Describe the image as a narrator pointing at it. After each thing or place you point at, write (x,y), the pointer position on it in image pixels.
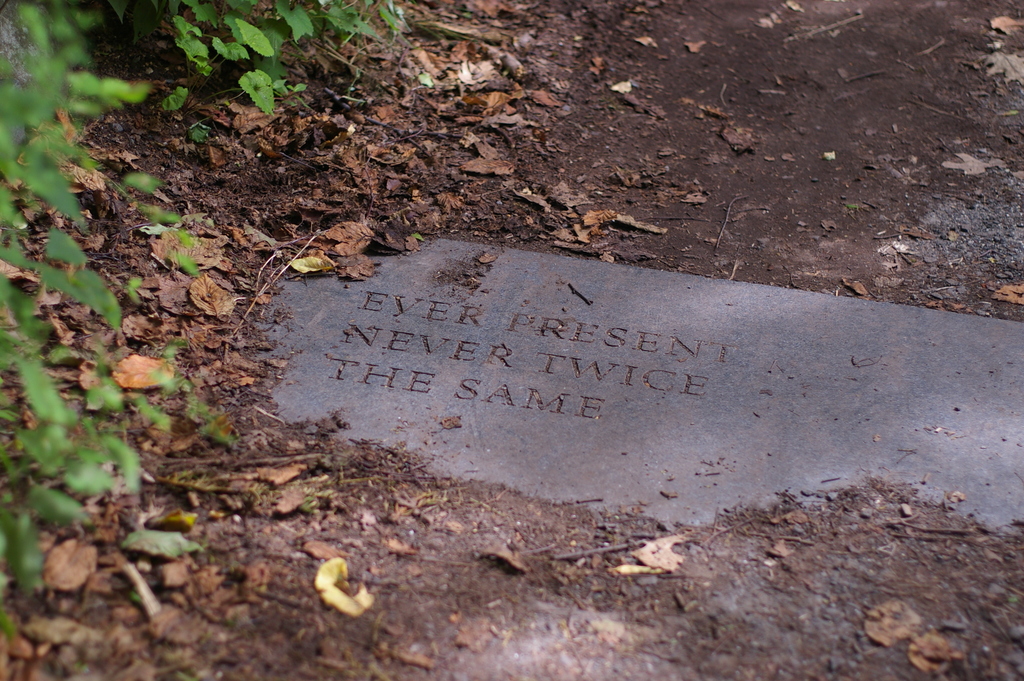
In this image I can see number of green and brown colour leaves (352,240). Here I can see something is written.
